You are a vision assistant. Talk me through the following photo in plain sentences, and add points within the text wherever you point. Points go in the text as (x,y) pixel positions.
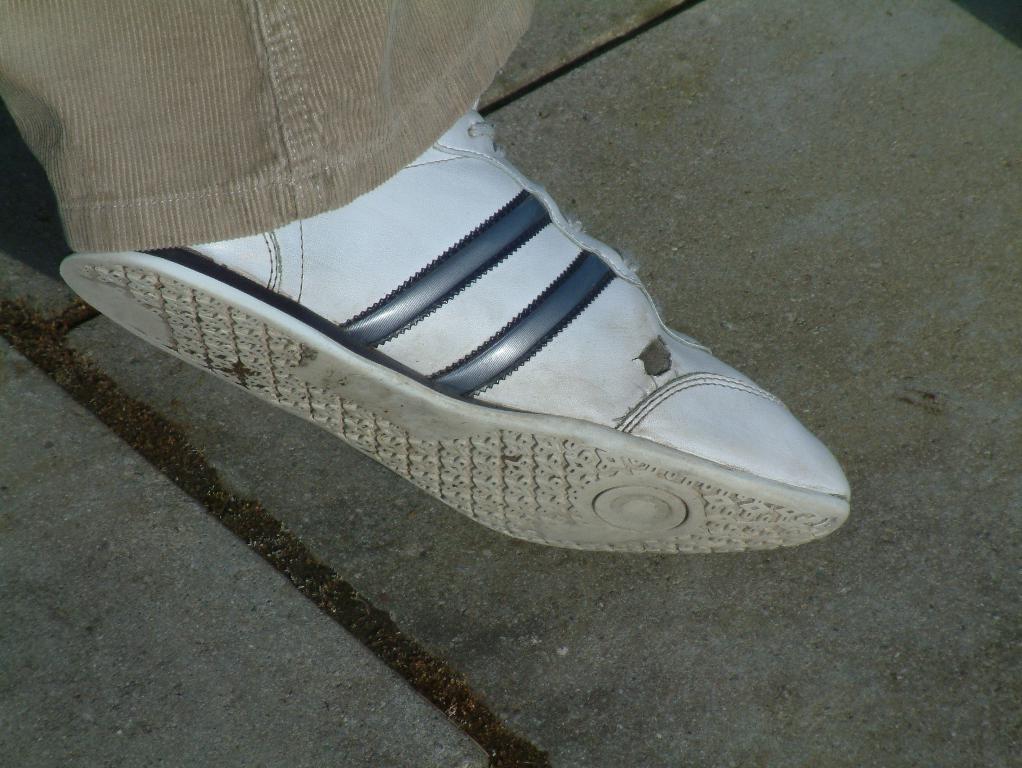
In this picture we can see a white shoe (315,274) and a cloth (277,117). Behind the shoe (463,262) there are tiles (659,174).
